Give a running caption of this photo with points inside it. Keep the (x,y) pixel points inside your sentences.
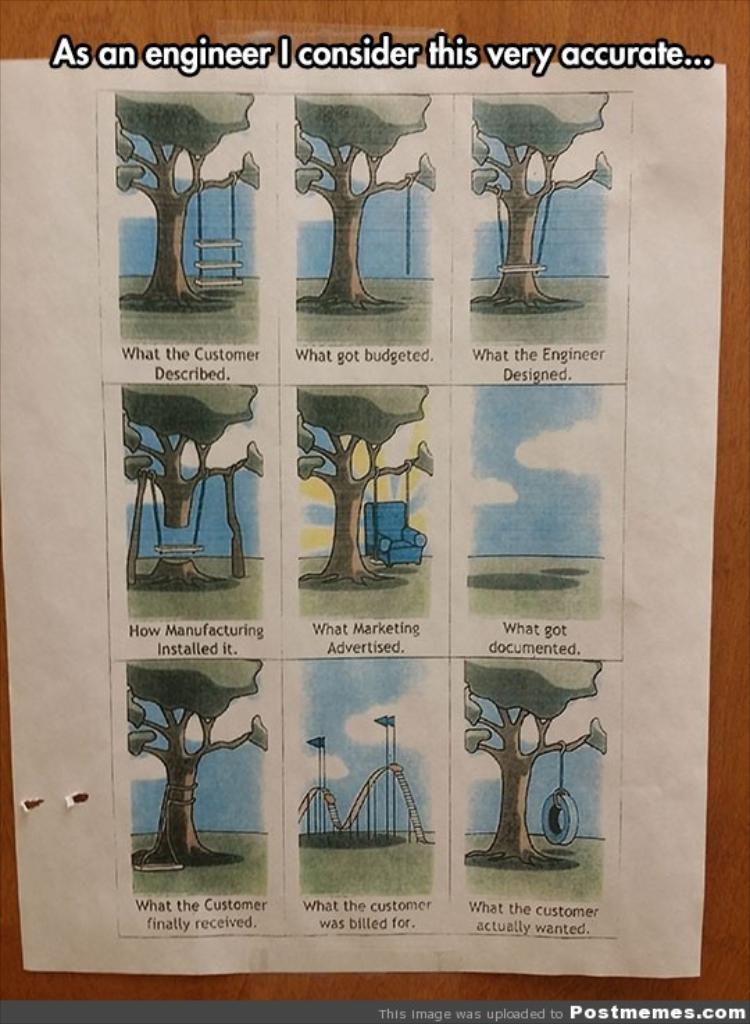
In this picture we can see a paper (222,340) on the wooden surface (244,25) and on this paper (91,538) we can see trees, chair (403,511), flags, swings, ladder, some objects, some text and at the top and bottom of this picture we can see some text (587,1018).
